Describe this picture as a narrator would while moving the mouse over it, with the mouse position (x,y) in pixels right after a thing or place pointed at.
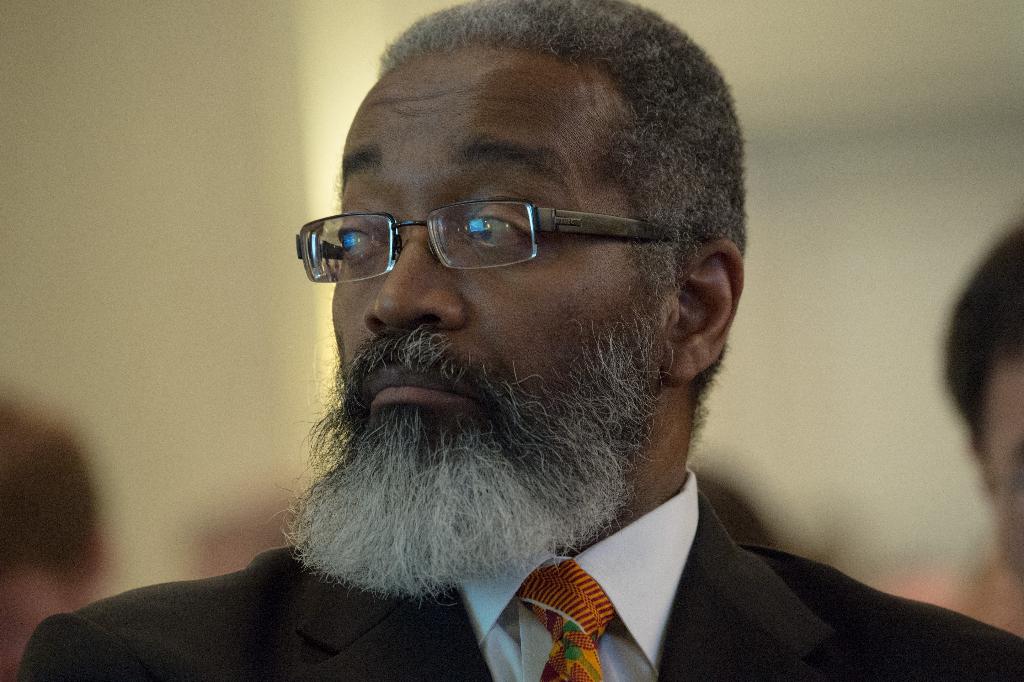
There is a man (351,431) wearing specs (341,214), black coat (258,665) and a tie (605,606). In the background (850,151) there is a wall (157,235).
